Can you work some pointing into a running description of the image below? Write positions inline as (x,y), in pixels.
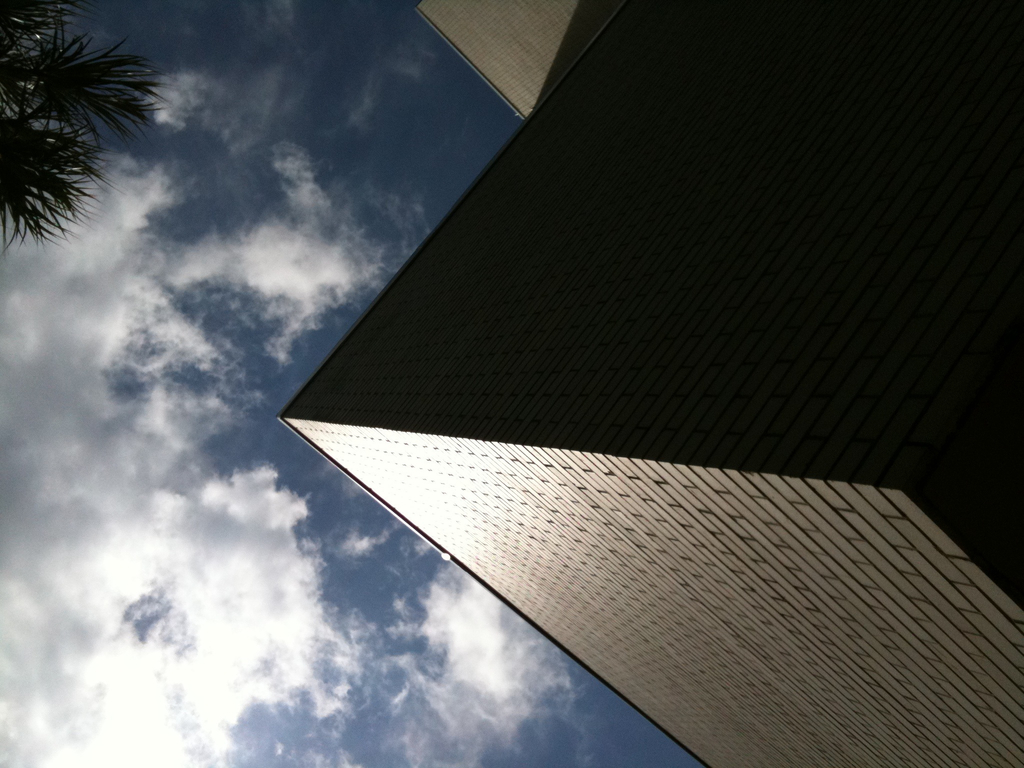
This image consists of a building (670,413) in brown color. To the left (80,180) there is a tree (65,139). To the top (99,242) there are clouds (164,568) in the sky (111,583).
